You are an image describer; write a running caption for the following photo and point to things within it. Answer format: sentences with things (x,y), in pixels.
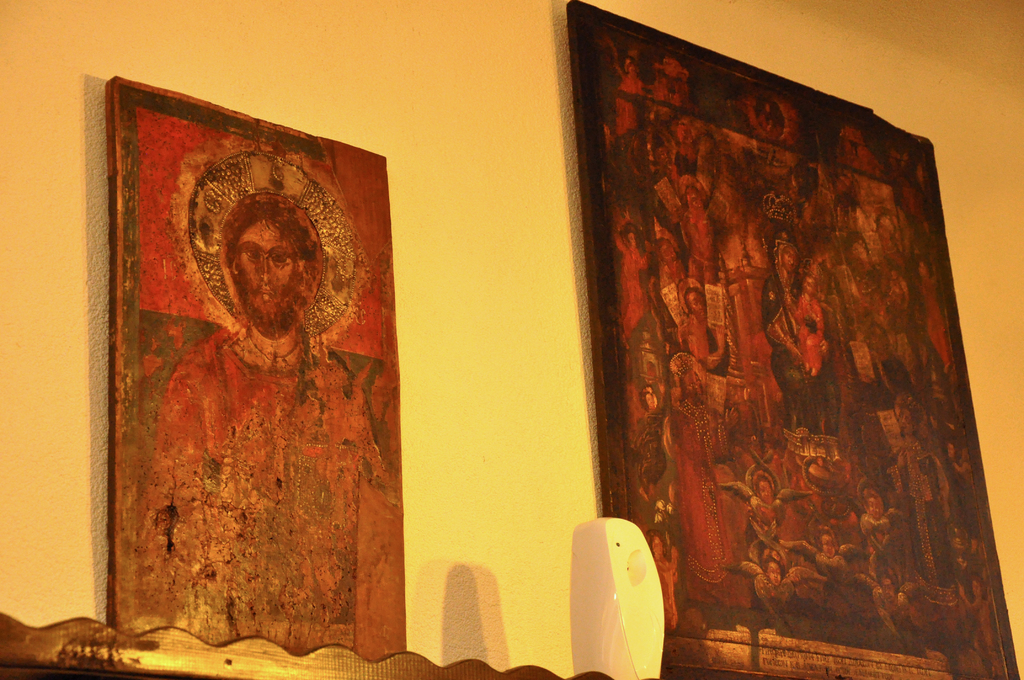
In this image I can see two photo frames (612,382) on the wall (571,455).
